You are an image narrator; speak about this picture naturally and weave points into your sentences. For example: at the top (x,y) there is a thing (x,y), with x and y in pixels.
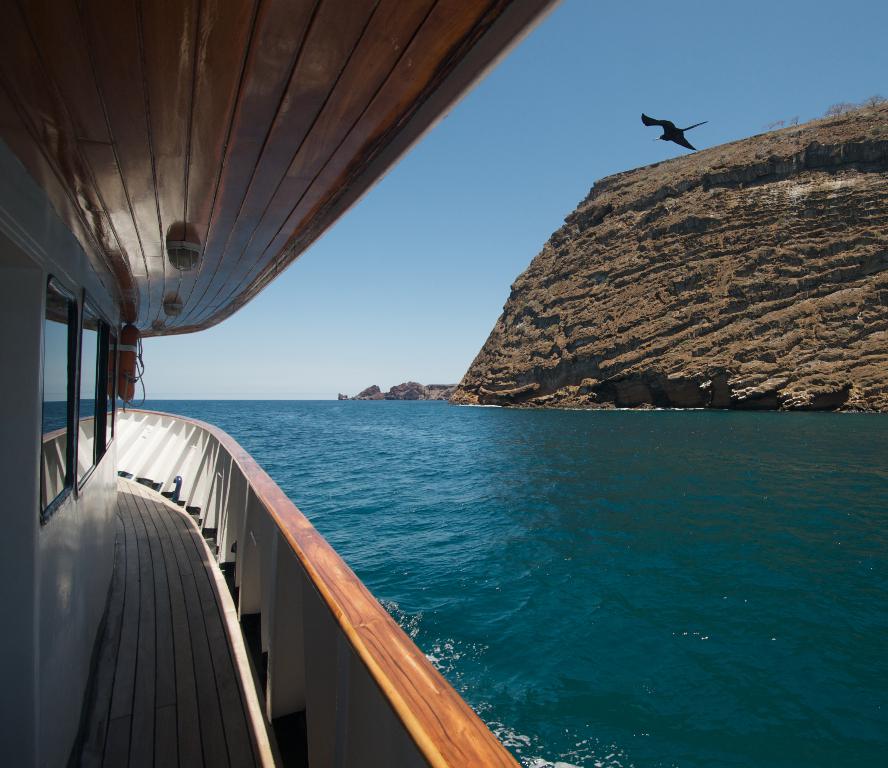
In this picture, there is a boat (66,408) towards the left (190,580). Beside it, there is an ocean (661,499). Towards the right (708,251), there is a hill (710,373). At the top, there is a bird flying towards the left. In the background (439,255), there is a sky (418,279).
